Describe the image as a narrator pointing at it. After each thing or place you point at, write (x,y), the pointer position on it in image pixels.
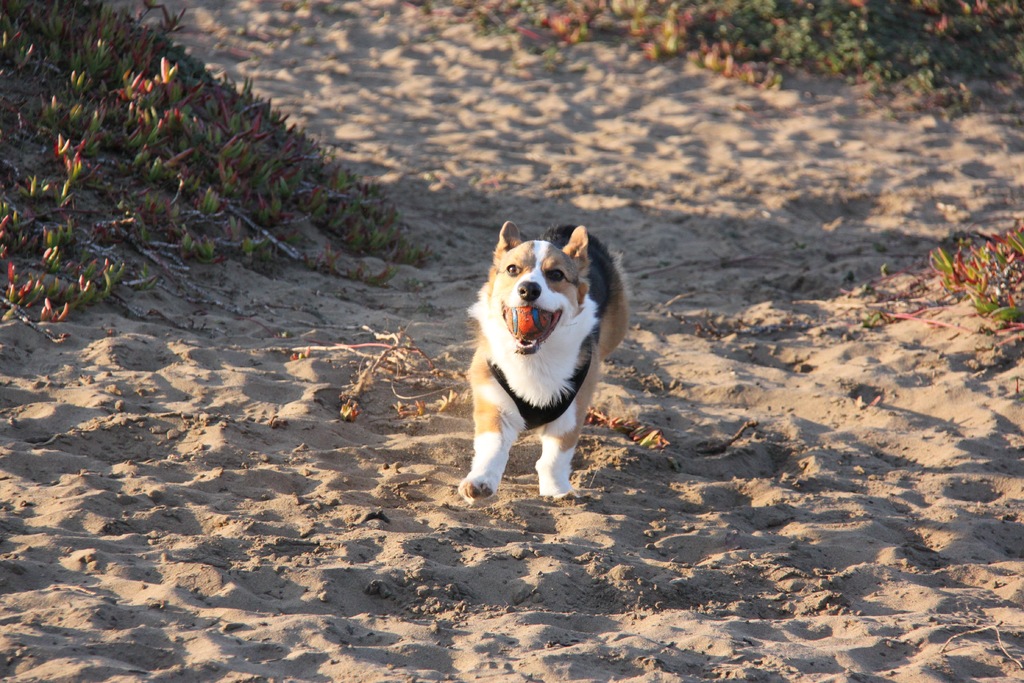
In this image I can see the dog (482,375) which is in white, brown and black color. It is on the sand (524,555). To the side I can see the grass (175,123).
